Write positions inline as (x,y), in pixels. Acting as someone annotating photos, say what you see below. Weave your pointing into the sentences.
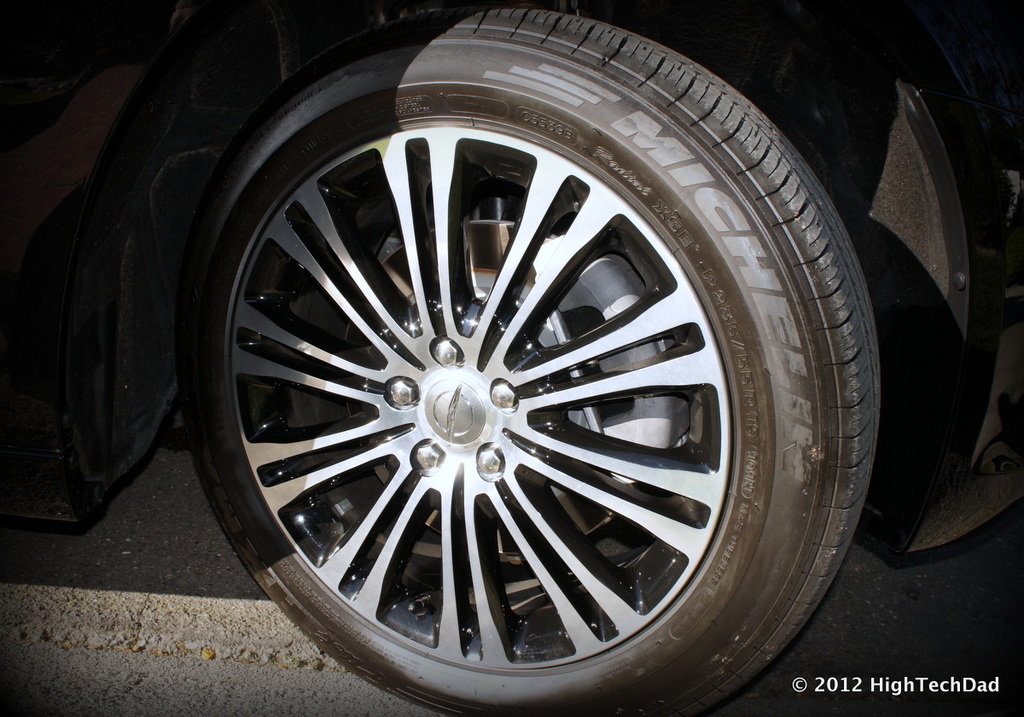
In this image in front (697,683) there is a vehicle (586,528) on the road (117,640) and there is some text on the right side of the image (807,695).
